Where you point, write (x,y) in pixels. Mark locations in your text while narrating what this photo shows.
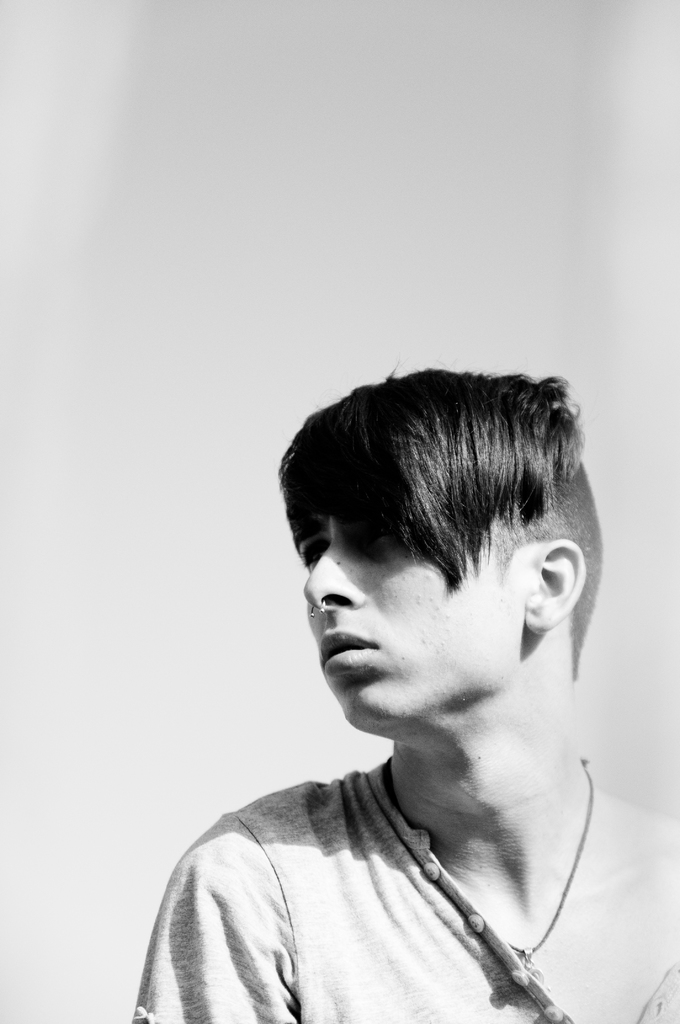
In the picture we can see a black and white photograph of a boy (662,818) with a hairstyle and some part with bald head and he is wearing a T-shirt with some buttons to it.
